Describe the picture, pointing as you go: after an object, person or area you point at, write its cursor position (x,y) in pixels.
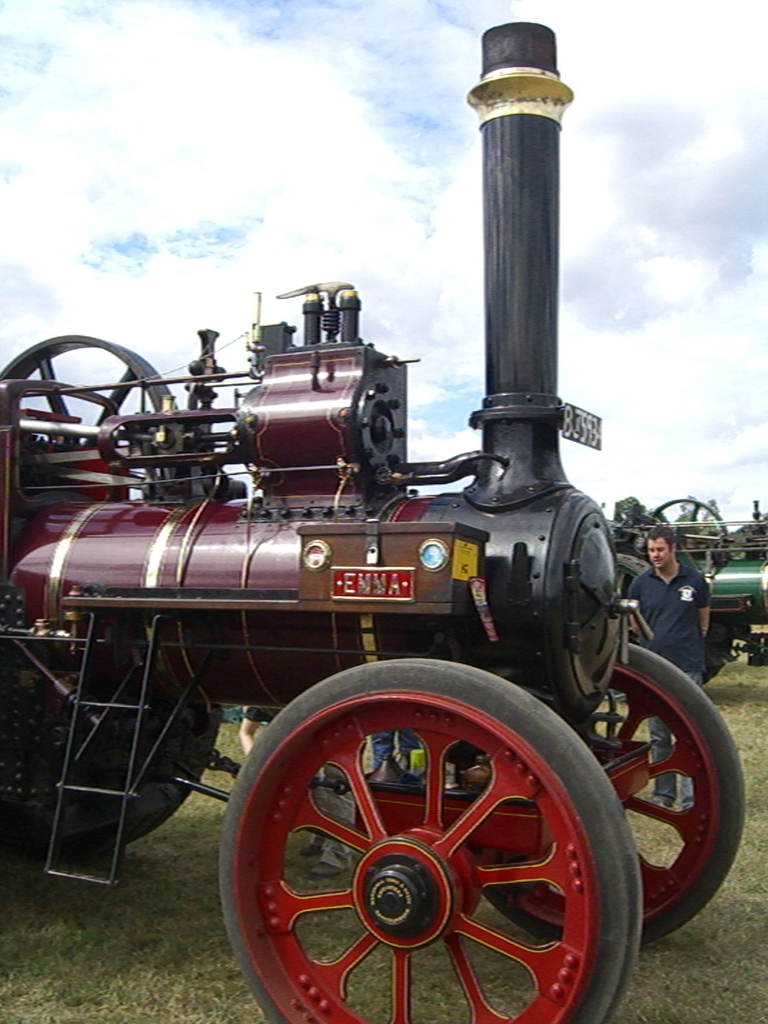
In this image I can see a steam engine (315,702) visible in the foreground (460,630), beside the engine (575,596) I can see a person (675,602) and I can see another steam engine (751,564) on the right side (757,608), at the top (428,178) I can see the sky (597,144).
